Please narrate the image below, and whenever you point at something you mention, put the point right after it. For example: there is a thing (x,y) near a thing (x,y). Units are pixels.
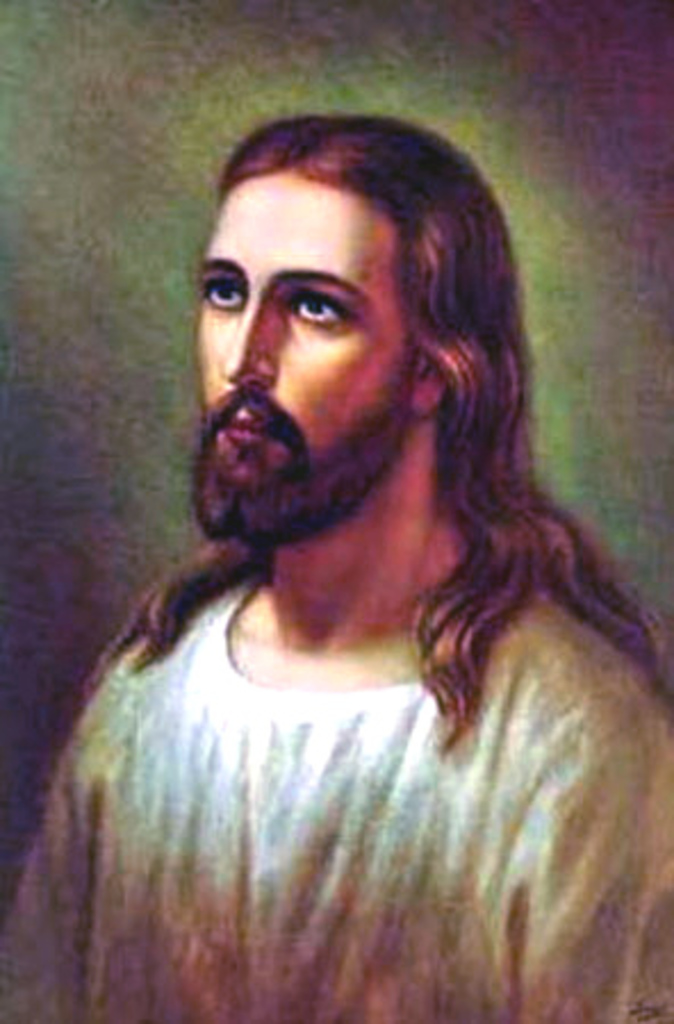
This image consists of a painting (476,404) of a person (357,617) looking at the left side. This person (311,602) is wearing a white color dress (341,947).
